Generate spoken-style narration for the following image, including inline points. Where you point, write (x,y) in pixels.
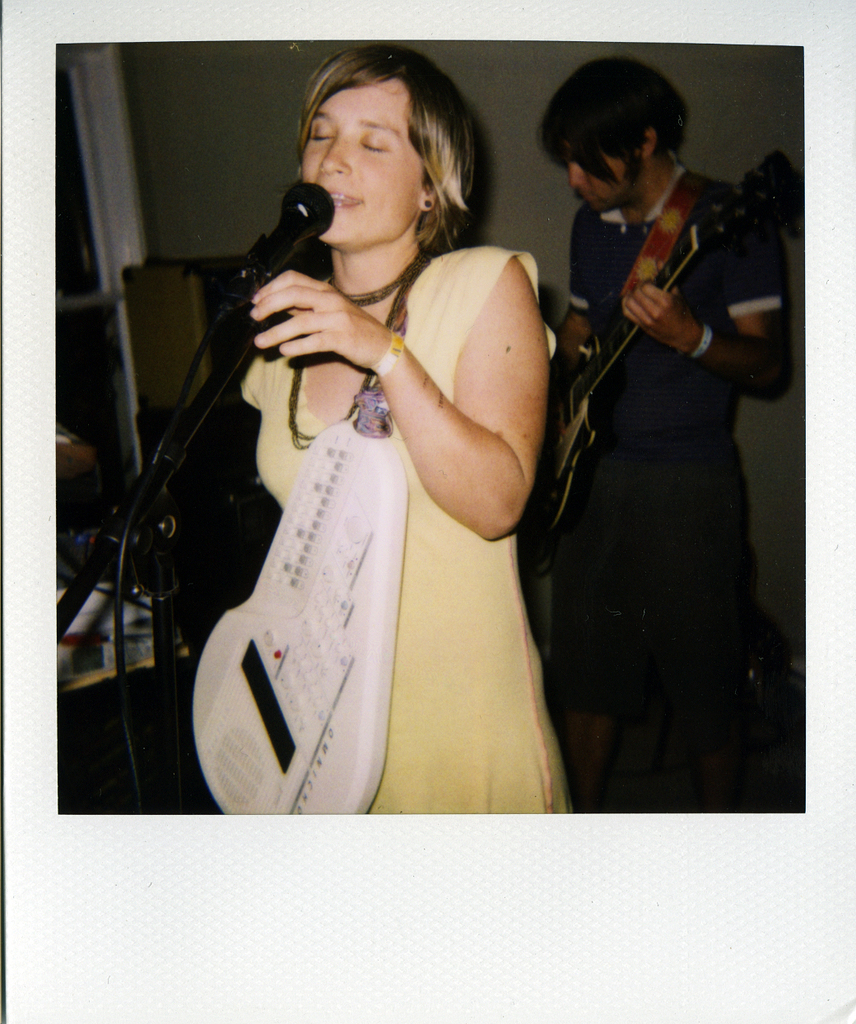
In this picture I can see a photo (91,379). There are two persons (720,779) standing. I can see a person (762,343) holding a guitar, mike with a mike stand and some other objects (346,534), and in the background (182,258) there is a wall (541,254).
